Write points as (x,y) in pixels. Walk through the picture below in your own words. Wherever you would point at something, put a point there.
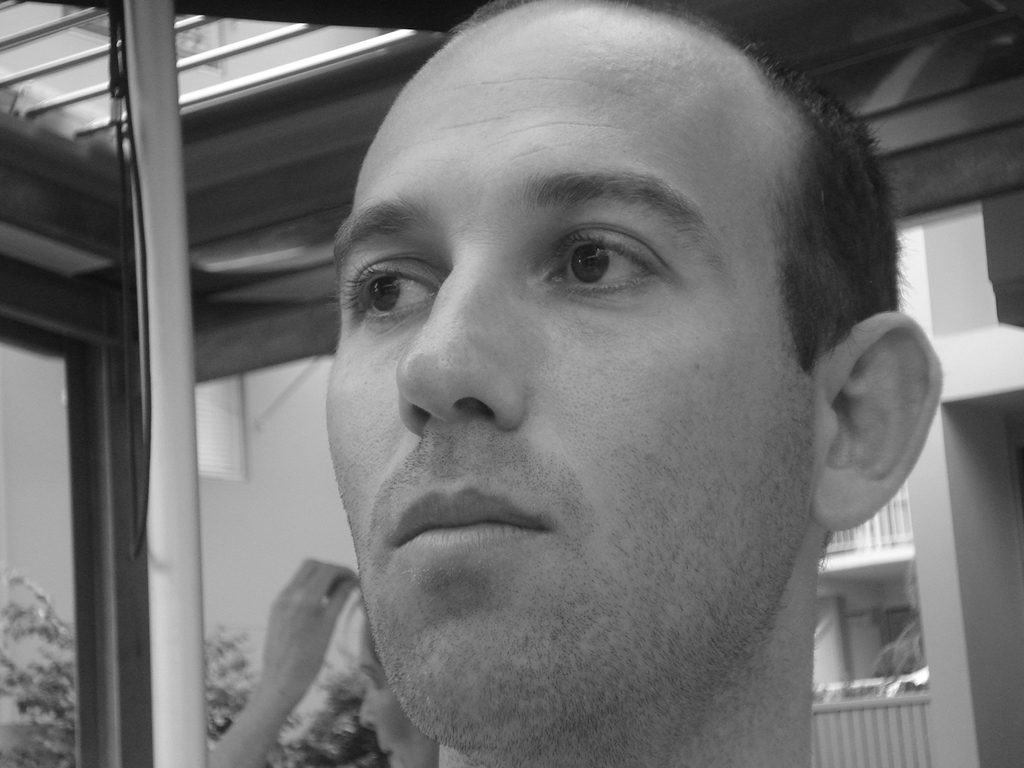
In this image I can see the black and white picture of a person's head (709,258). In the background (258,742) I can see another person (390,736), a building (338,552), the railing (875,527) and few trees (24,763).
